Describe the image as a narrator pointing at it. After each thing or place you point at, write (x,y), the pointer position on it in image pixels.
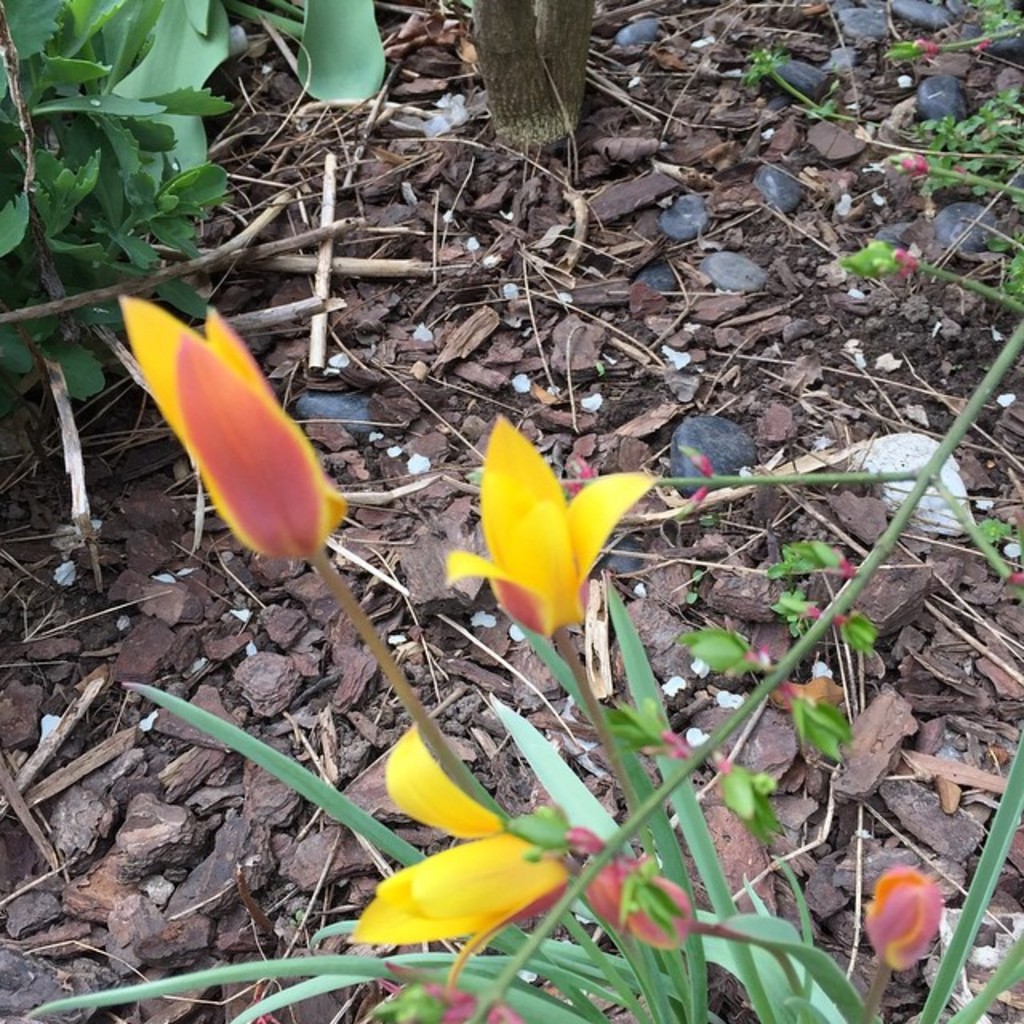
In this image we can see there are flowers (568,598), yellow and red in colors. This is a stem (377,656) of the flower (298,535), leaves (652,951), stones (719,426), soil (724,409) and pieces of wood (227,825).
